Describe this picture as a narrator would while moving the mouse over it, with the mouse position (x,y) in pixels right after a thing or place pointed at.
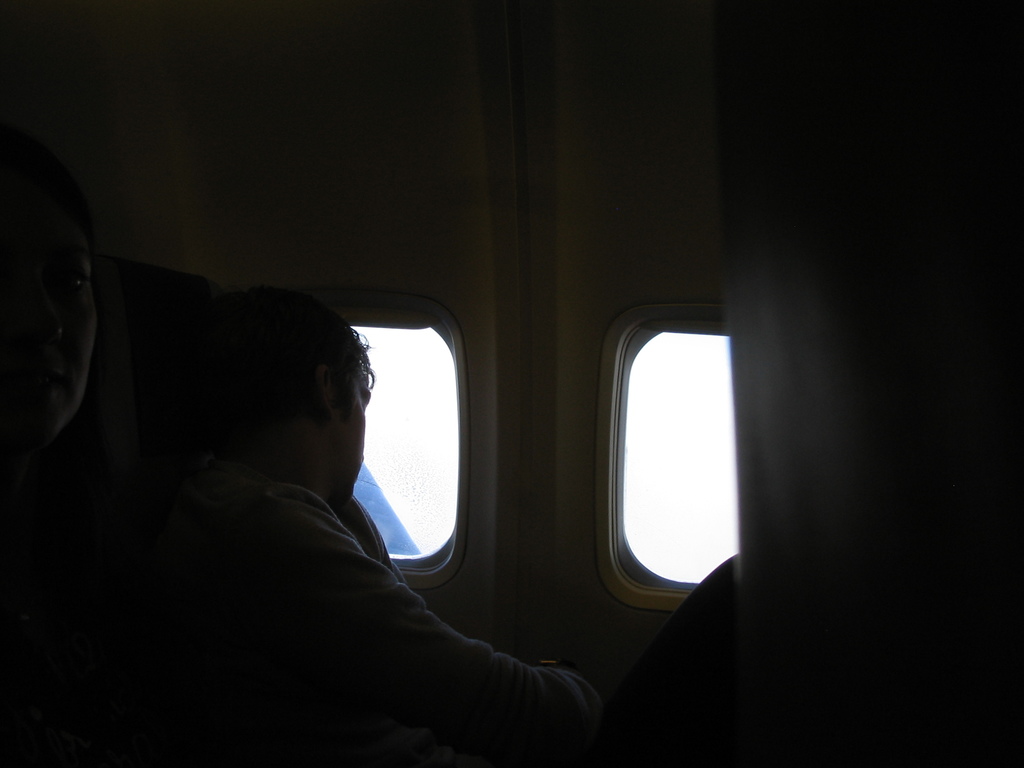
In this image we can see a person (261,536) viewing outside from a window (412,464) of an airplane (490,265).
